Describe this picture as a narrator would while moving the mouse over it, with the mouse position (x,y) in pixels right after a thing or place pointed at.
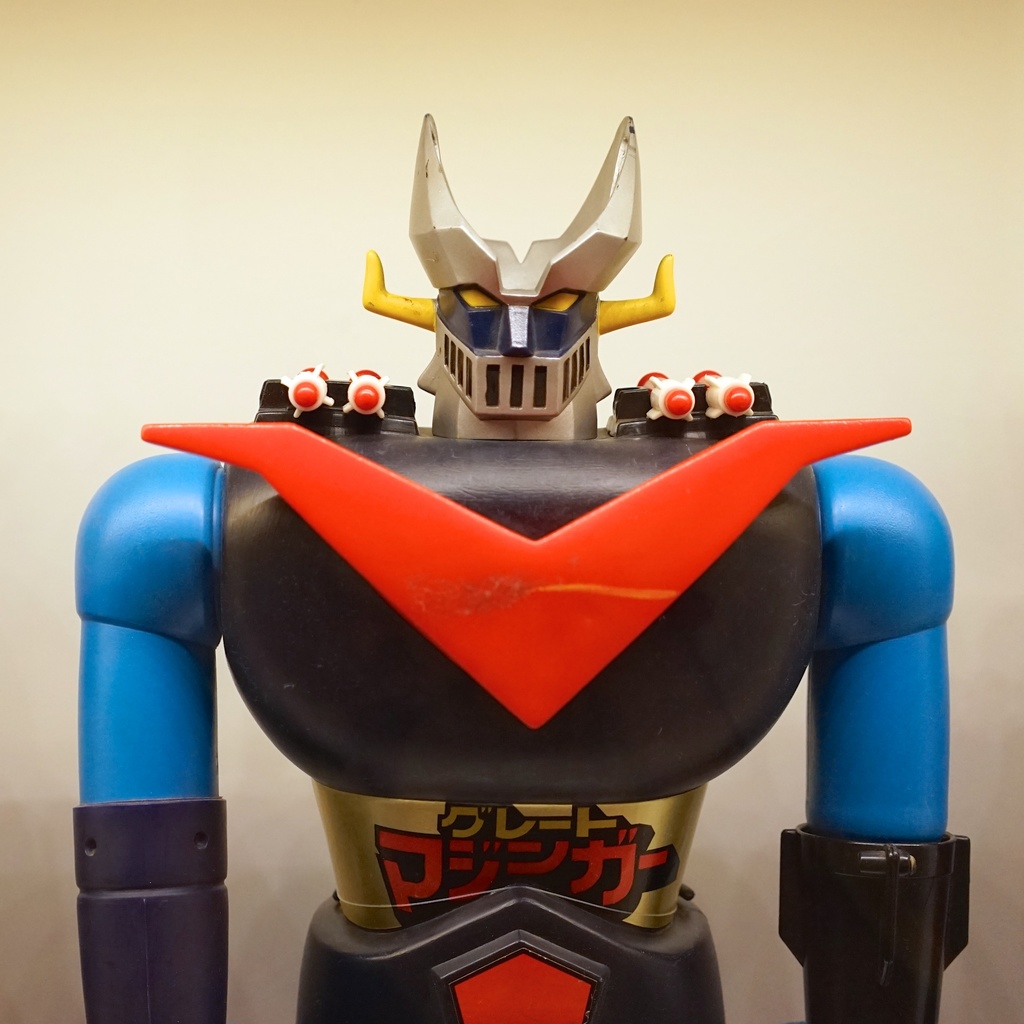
In this picture we can see a toy (346,410). In the background (425,107) we can see cream color.
